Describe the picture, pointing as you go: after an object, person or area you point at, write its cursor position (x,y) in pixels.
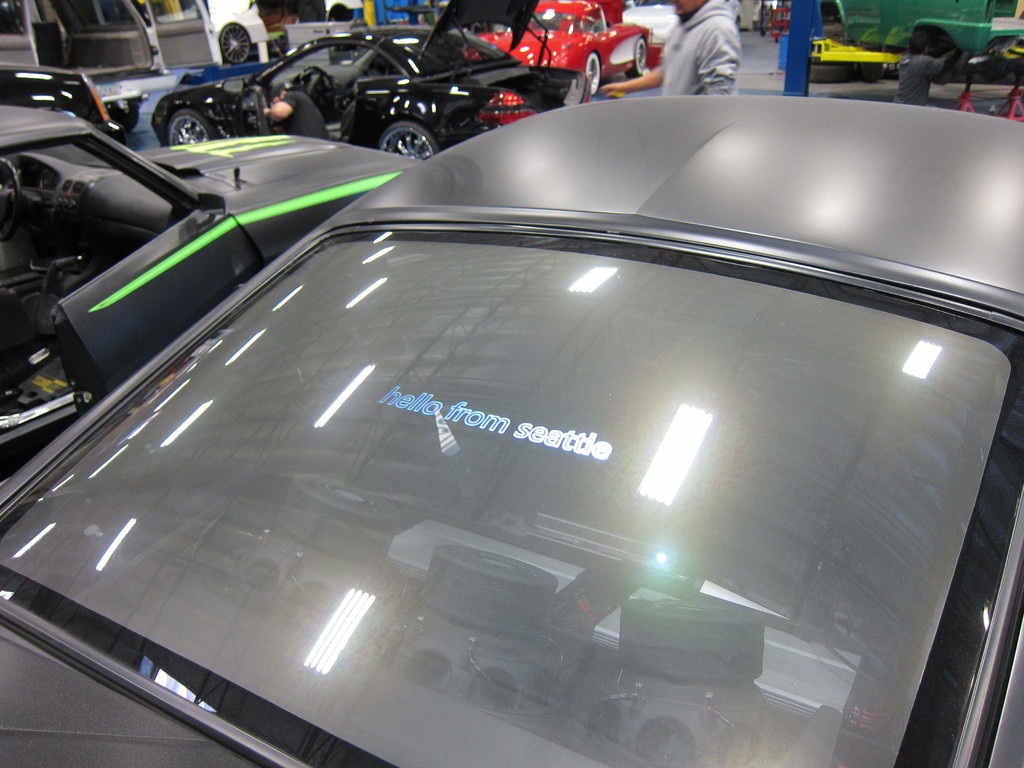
In this image we can see some vehicles (511,484) and there are few people (282,104) and we can see a car (910,371) with some text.
